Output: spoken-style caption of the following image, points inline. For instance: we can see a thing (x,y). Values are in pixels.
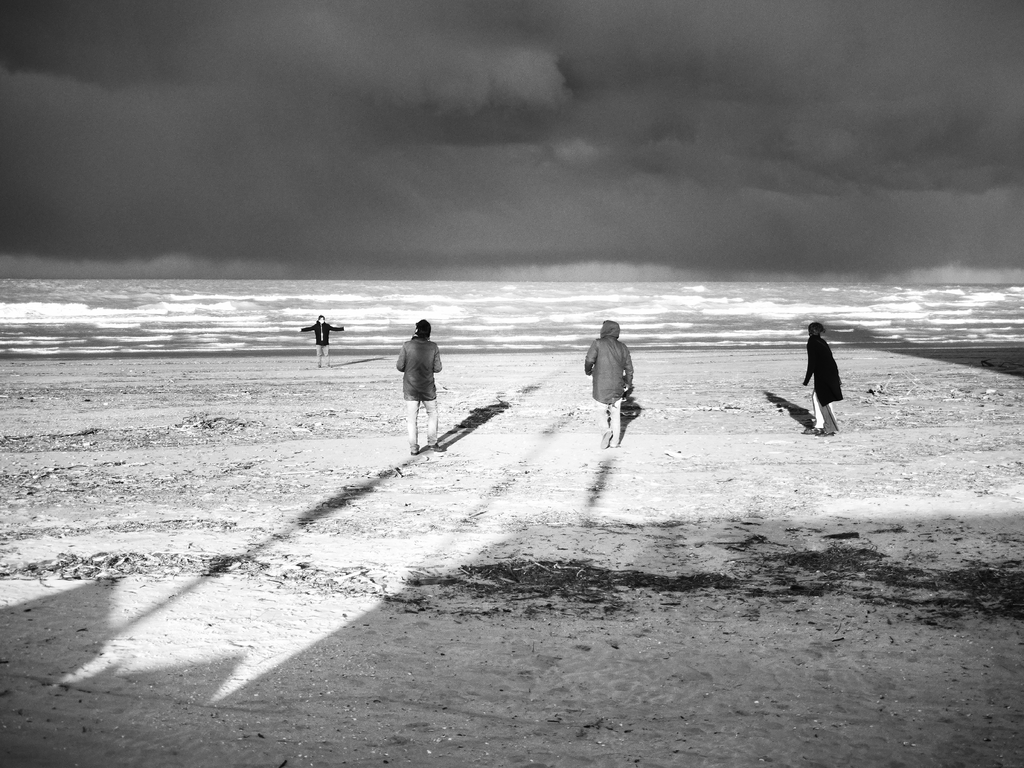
This picture is clicked outside. In the center (590,374) we can see the group of persons (416,363) seems to be walking on the ground (520,536). In the background (425,119) we can see the sky (560,144) which is full of clouds (20,173) and a water body (298,347).
